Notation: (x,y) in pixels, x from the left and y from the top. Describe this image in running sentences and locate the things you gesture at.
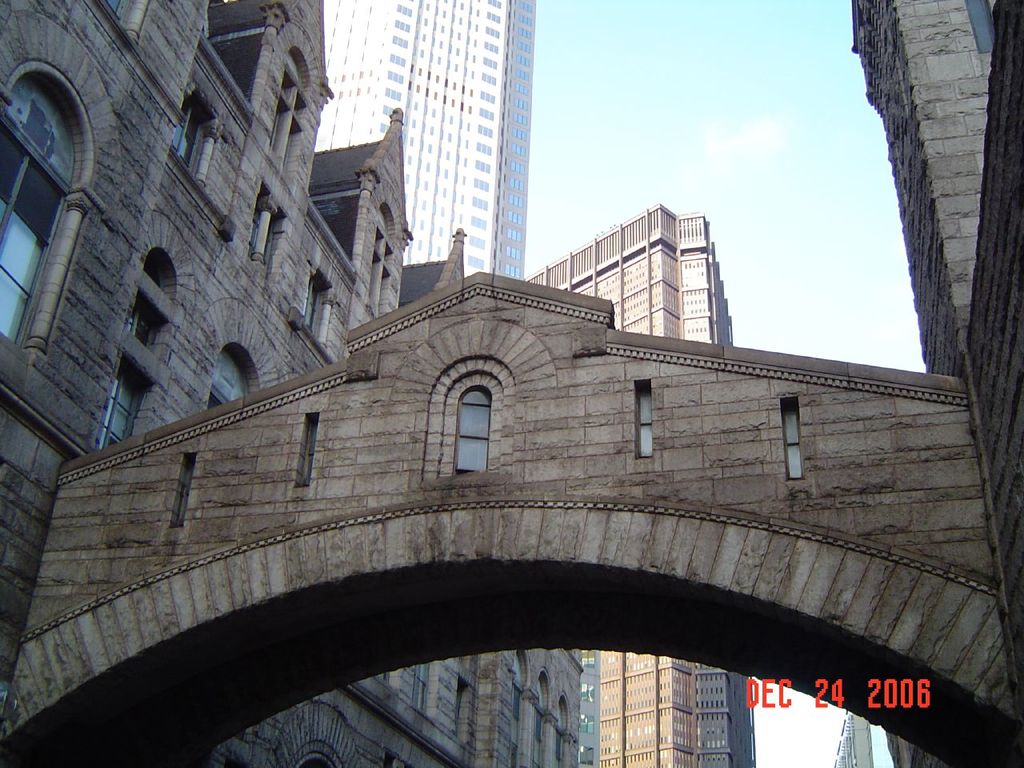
In this picture we can see buildings (322,444) with windows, arch (511,509) and in the background (570,227) we can see the sky (761,142) with clouds (782,140).
